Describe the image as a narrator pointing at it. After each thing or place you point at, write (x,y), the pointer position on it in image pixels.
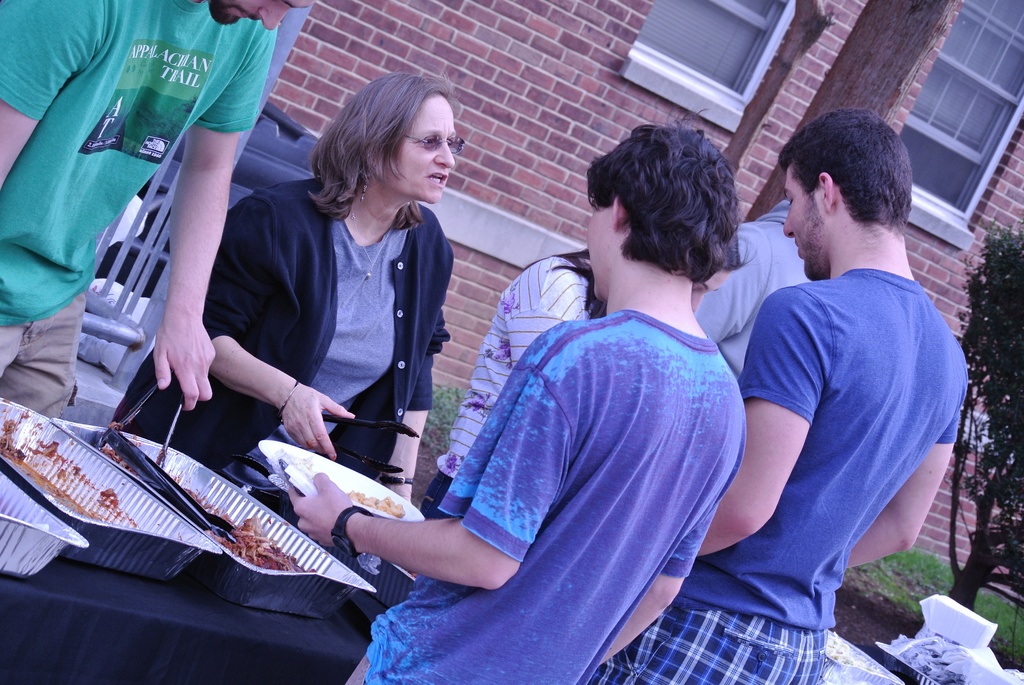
In this image we can see the people (813,225) standing. We can also see a man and a woman (410,298) holding the tongs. We can also see a person (469,662) holding the plate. We can see the table (143,629) which is covered with the black color cloth (282,629) and on the table (19,581) we can see the trays (13,562) of food items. We can also see some other objects (931,651). In the background (467,24) we can see the building (961,163) with the windows (920,138) and also the brick wall (1005,211). We can also see the plant (1006,321) and also the grass (898,578).
